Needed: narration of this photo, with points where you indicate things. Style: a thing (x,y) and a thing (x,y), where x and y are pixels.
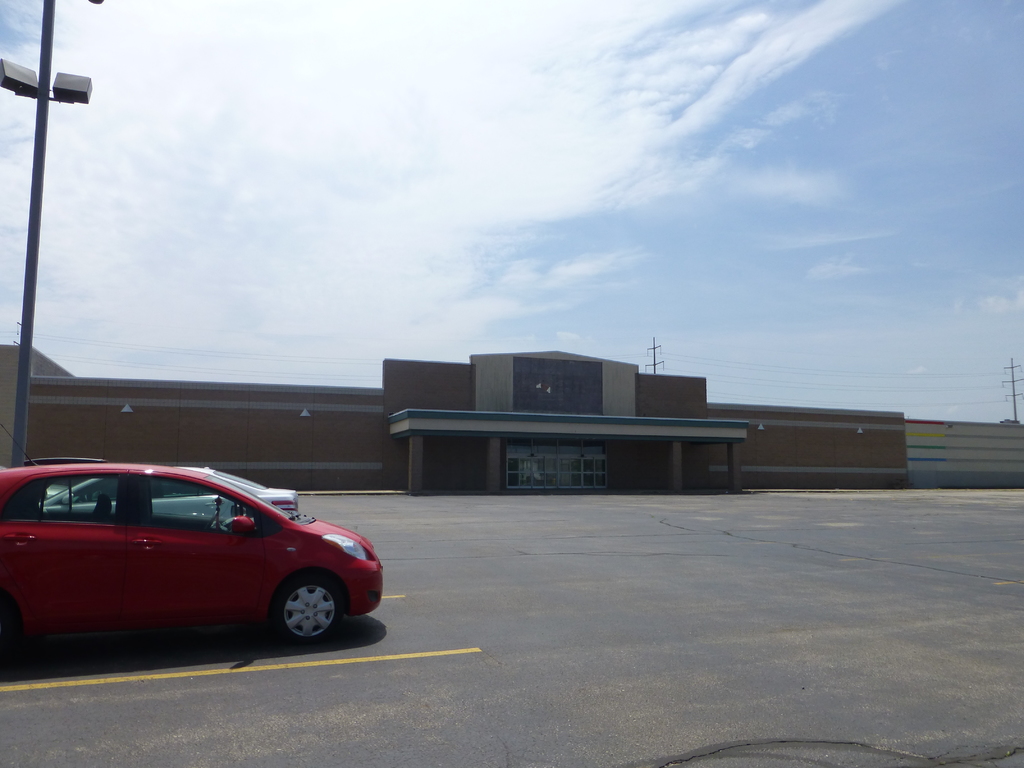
In this image I can see the sky (504,195) and I can see the wall (350,412) and the building (492,412) and I can see a red color vehicle (254,578) parking on the road (692,584) and I can see pole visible on the left side (32,195).
